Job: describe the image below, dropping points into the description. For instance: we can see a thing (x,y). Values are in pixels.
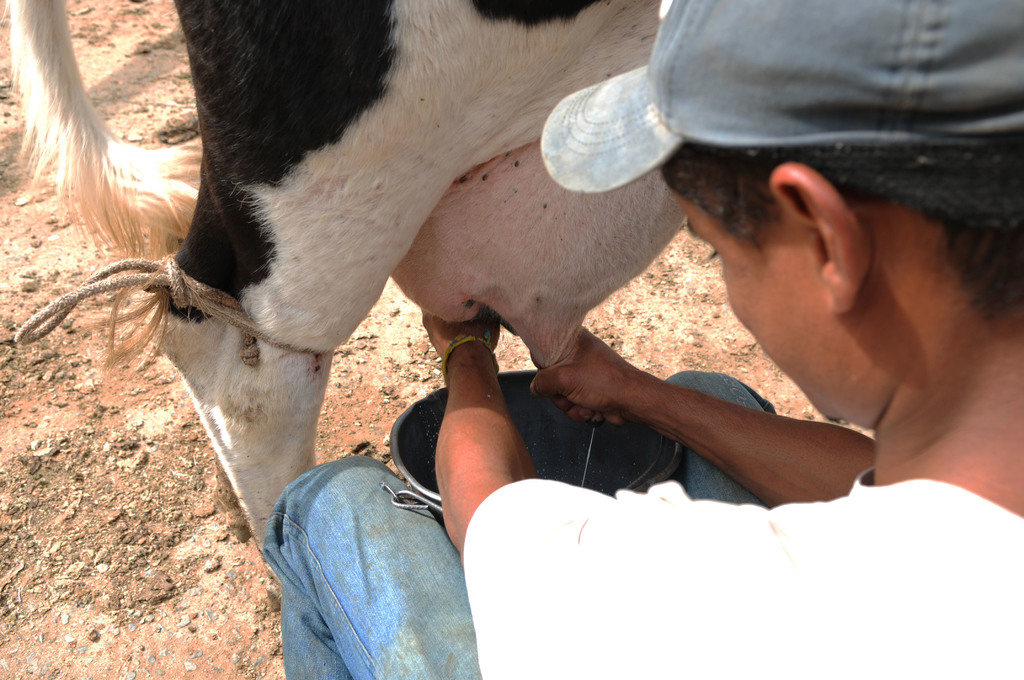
In this image, we can see a man (687,379) milking a cow (502,293) by hand (607,367). There is a bucket (548,464) in the middle of the image (644,439).
